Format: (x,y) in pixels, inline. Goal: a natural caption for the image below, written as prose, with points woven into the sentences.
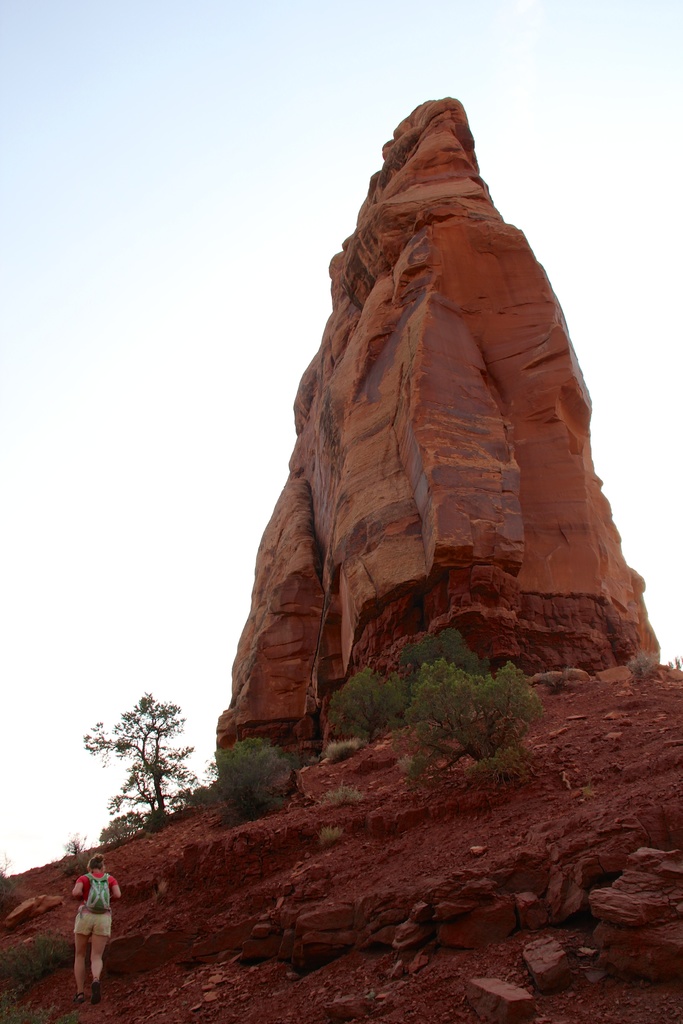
In this image at the bottom (99,912) there is one person (103,904) who is wearing a bag (103,904), and in the background (416,468) there is a rock (343,387), plants (501,738). At the bottom (456,809) there is sand (406,781), and at the top of the image (296,105) there is sky (150,124).
